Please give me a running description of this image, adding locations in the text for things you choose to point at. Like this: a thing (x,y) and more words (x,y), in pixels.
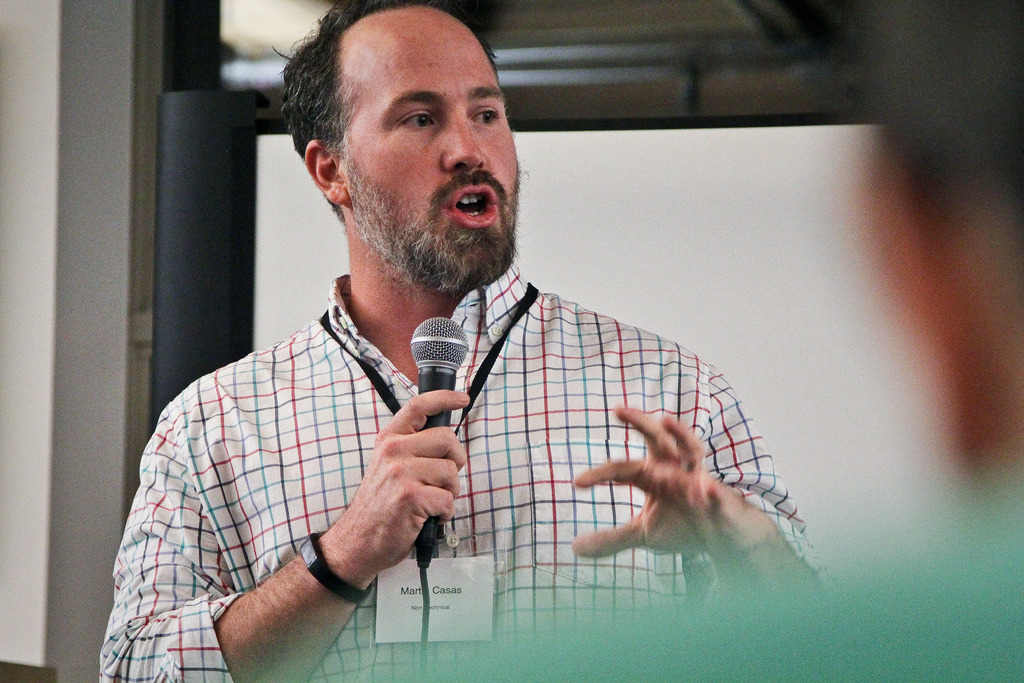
In this picture we can see a man (192,642) who is holding a mike (432,354) with his hand (401,462). And he wear a id card (414,609).
